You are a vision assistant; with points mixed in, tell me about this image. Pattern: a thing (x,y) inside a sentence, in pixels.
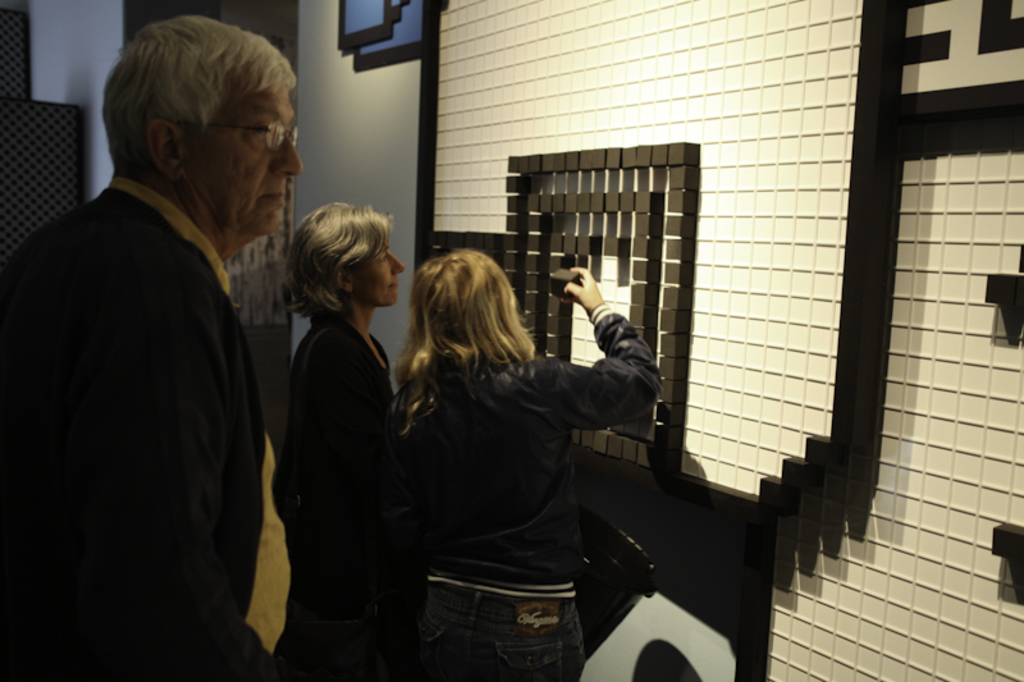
In this picture I can see there is a man (218,368) standing at left (216,154) and he is wearing a black coat (212,361) and spectacles (271,127), he is looking on to right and there are two women (452,310) standing in the backdrop (593,296) and among them one is holding a cube (556,288) and there is a wall (362,109) in the backdrop (648,112).
